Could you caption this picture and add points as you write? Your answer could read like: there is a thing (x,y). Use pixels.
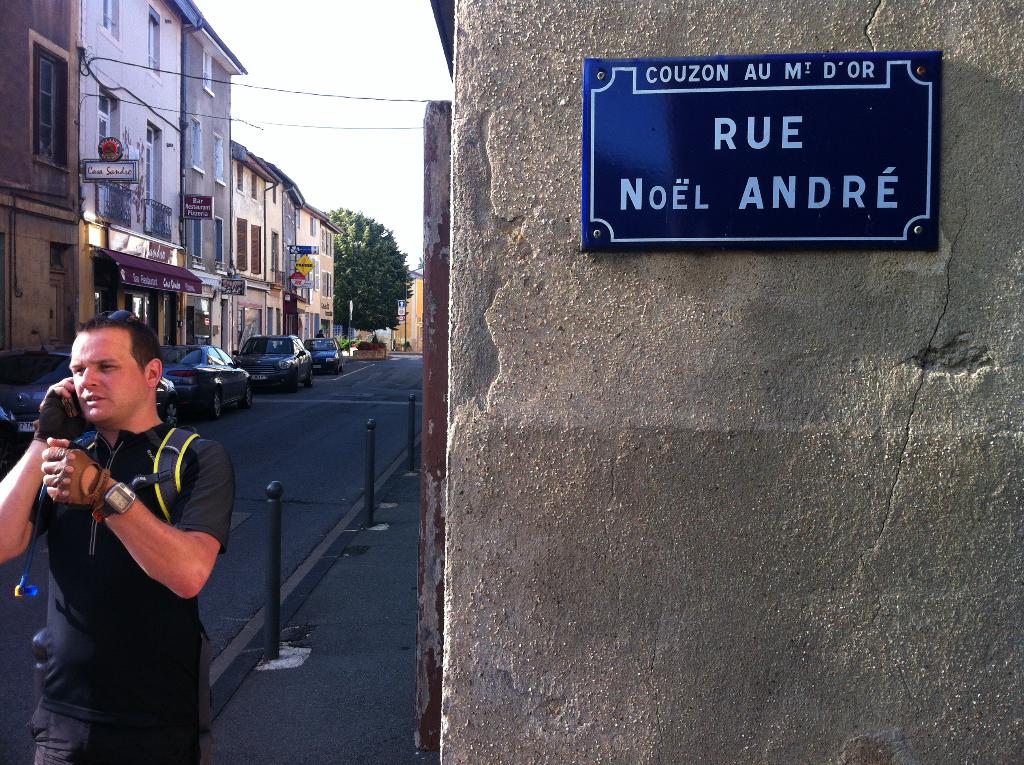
In this image I can see a man (102,501) and I can see he is wearing a watch (123,505) and gloves (76,470). I can also see he is carrying a bag (138,480). Here I can see a blue colour board (735,74) on wall (556,193) and on this board (804,190) I can see something is written. In the background (412,282) I can see number of buildings (30,302), a tree (335,298), vehicles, few boards (95,178), wires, few poles (272,599) and on these boards (117,157) I can see something is written.
